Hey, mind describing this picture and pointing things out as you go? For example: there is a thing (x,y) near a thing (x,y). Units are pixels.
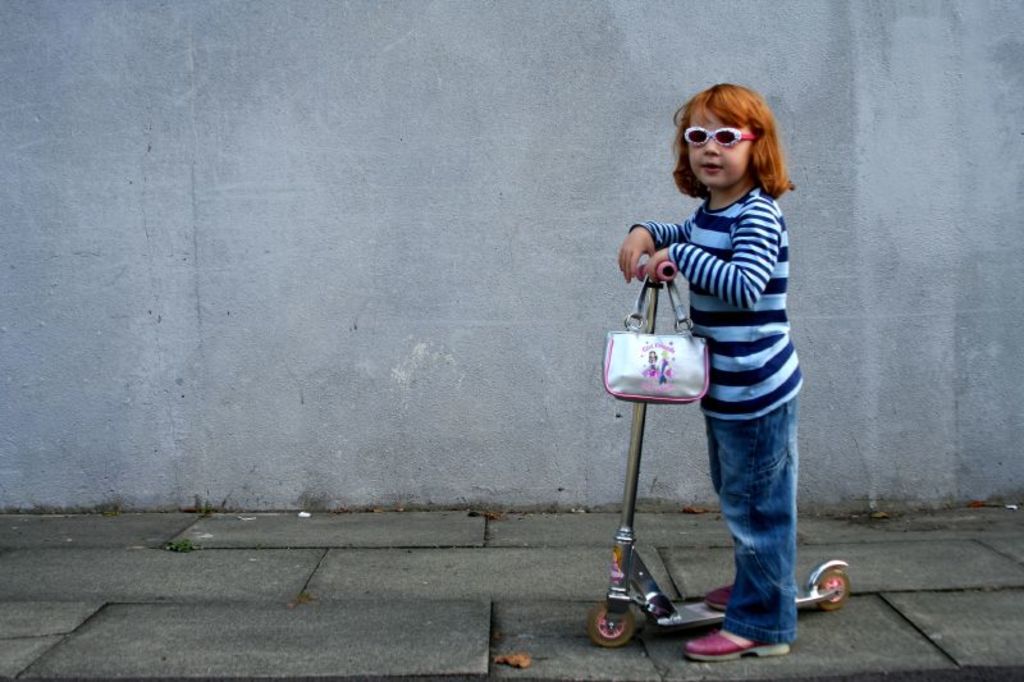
In the image we can see there is a girl (754,509) who is standing and she is holding a scooter (677,620) and there is a bag (659,383) which is hanged to the scooter (663,283). At the back (572,261) there is a wall (317,276) which is of ash colour and the girl (711,129) is wearing goggles (719,141).
